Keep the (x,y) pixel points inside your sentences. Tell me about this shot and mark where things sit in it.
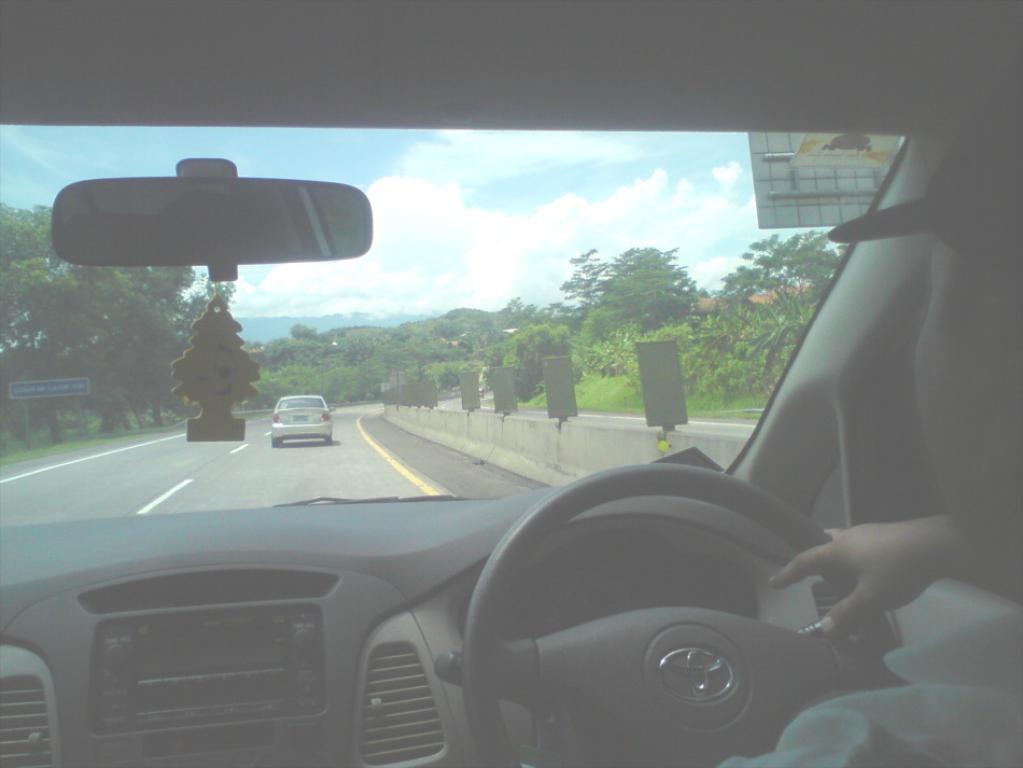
The picture is taken inside a car (769,709). In the right (927,403) a person (944,198) wearing a cap (960,182) is driving. This is steering wheel (498,552), this is mirror (220,246), this is a hanging (230,382). In the road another car (302,426) is moving. In the background (66,322) there are trees (571,314). These are boards (653,393) in the middle of the road (489,398). The sky (538,226) is cloudy.
